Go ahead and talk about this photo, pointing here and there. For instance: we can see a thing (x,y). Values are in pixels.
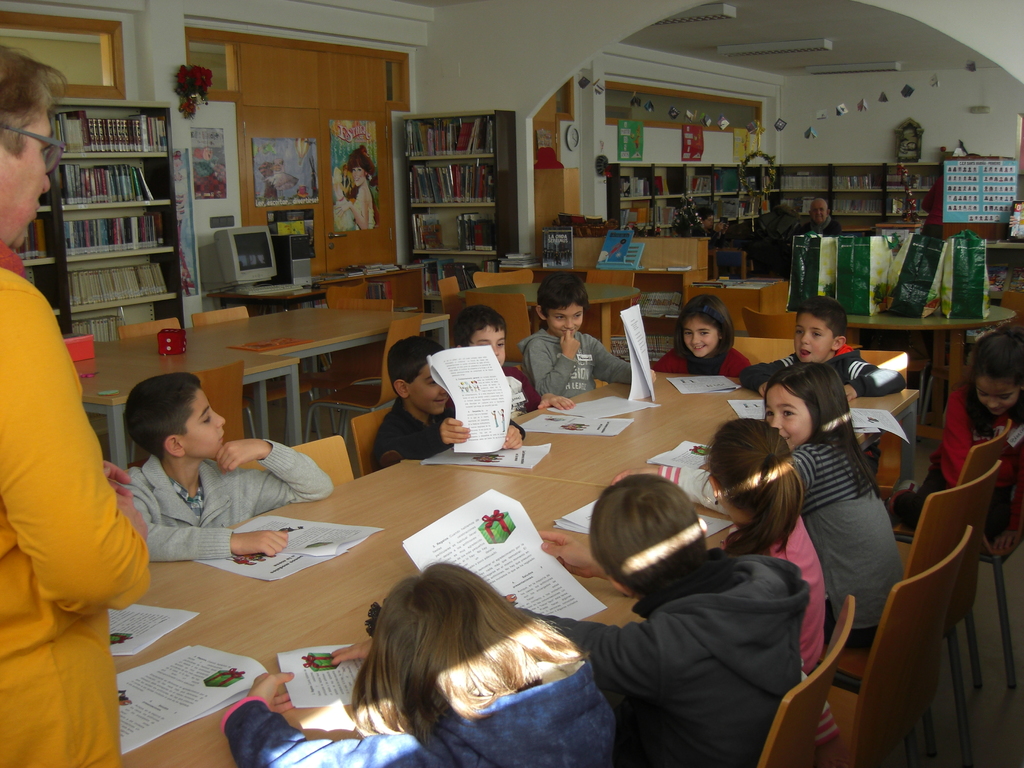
There are kids (996,517) sitting on chairs (762,363) and this person (23,160) standing and we can see papers (323,541) and bags (906,309) on tables (419,527). Background (364,317) we can see chairs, tables (156,363), persons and books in racks (732,192) and we can see posters (308,151) on the door (326,90) and wall (656,154).
